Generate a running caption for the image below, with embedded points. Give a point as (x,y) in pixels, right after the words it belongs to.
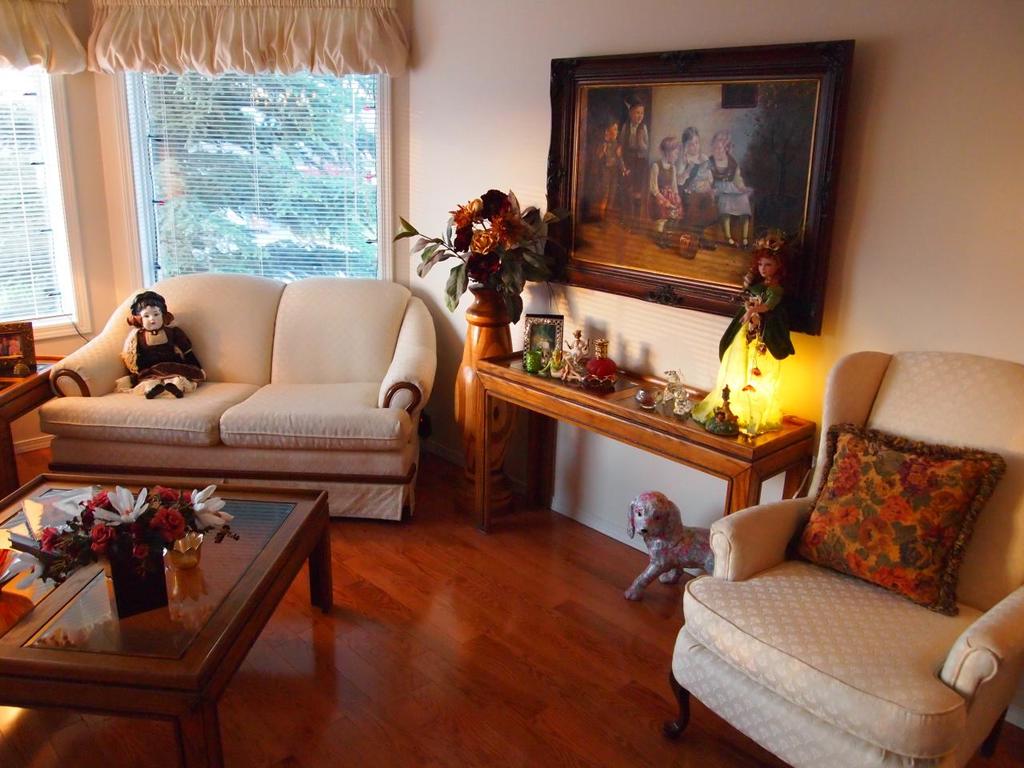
These are couches (348,367). On this couch (209,337) there is a toy (143,330). On this couch (1011,616) there is a pillow (908,517). On this table (651,430) there is a toy (775,346), picture (537,333) and things (684,401). Beside this table (535,379) there is a vase (490,289) with flowers (491,275). A picture (602,167) on wall (425,107). This is window (259,107) with curtain (211,6). Under the table (701,456) there is a toy (662,542).
